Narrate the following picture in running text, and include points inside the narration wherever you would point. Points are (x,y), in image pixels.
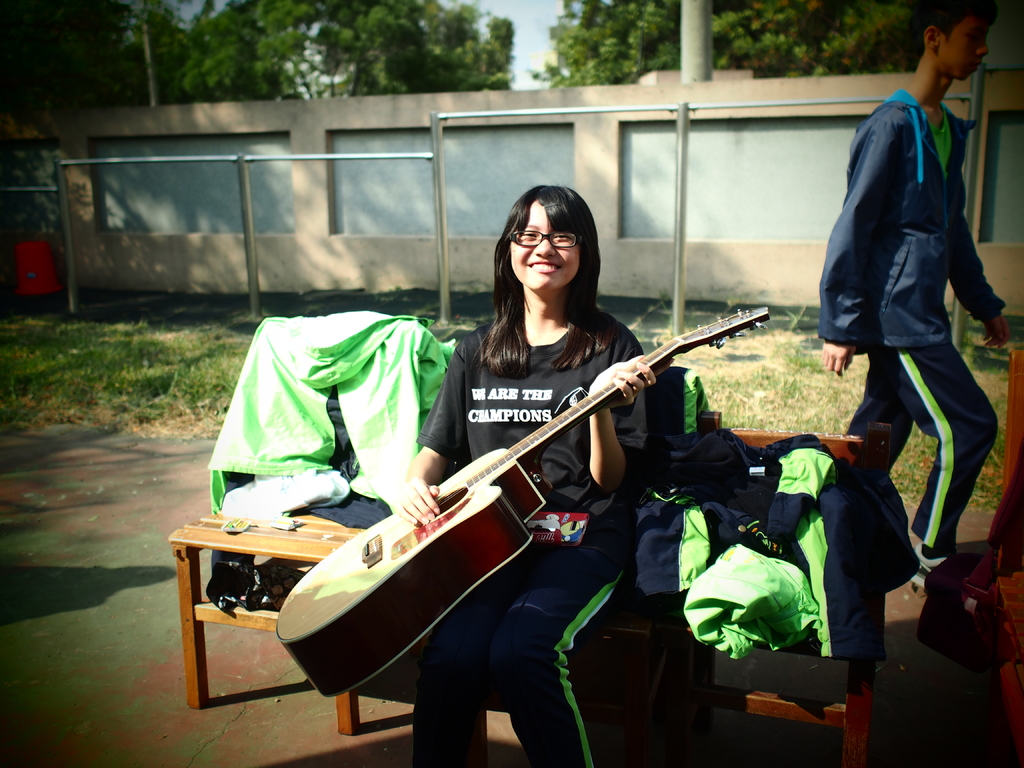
In the image we can see there is a woman (552,505) who is sitting on chair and holding guitar (498,519) in her hand (638,390) and at the back (868,343) there is a man (894,436) who is standing.
